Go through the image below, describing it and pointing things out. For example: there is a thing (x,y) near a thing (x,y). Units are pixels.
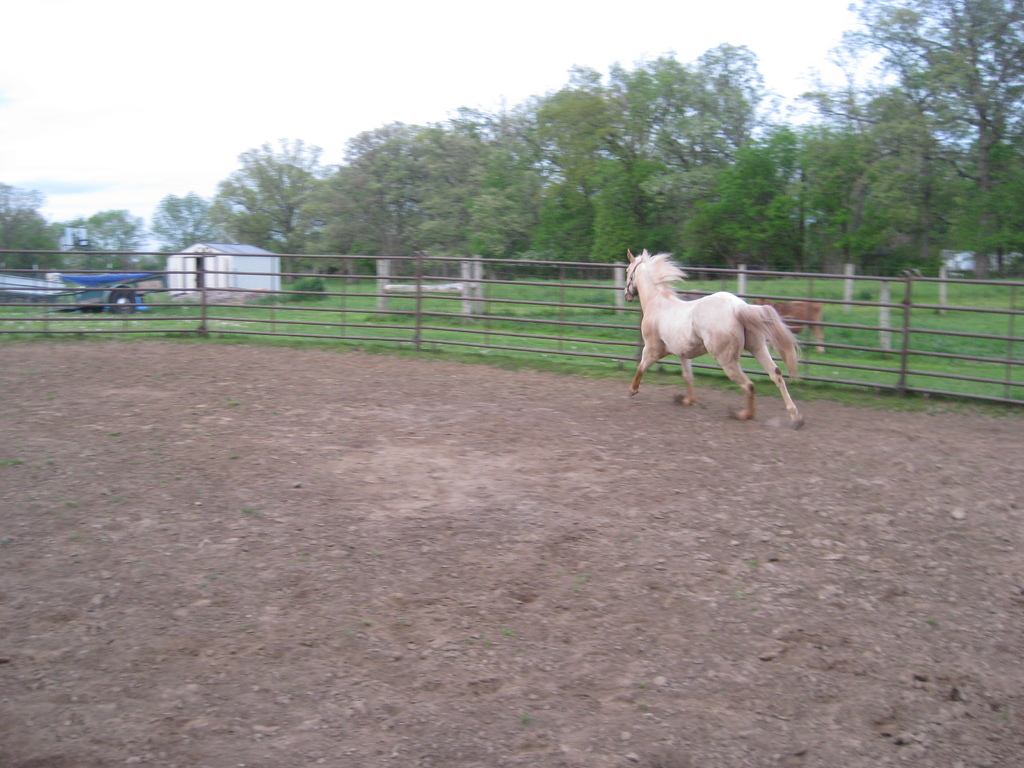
This image consists of a white horse (766,351). At the bottom (221,554), there is brown dirt (9,468) on the ground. In the background (459,127), there are trees (250,197). On the left (180,269), we can see a small house (220,287). At the top (188,143), there is sky (215,150).
